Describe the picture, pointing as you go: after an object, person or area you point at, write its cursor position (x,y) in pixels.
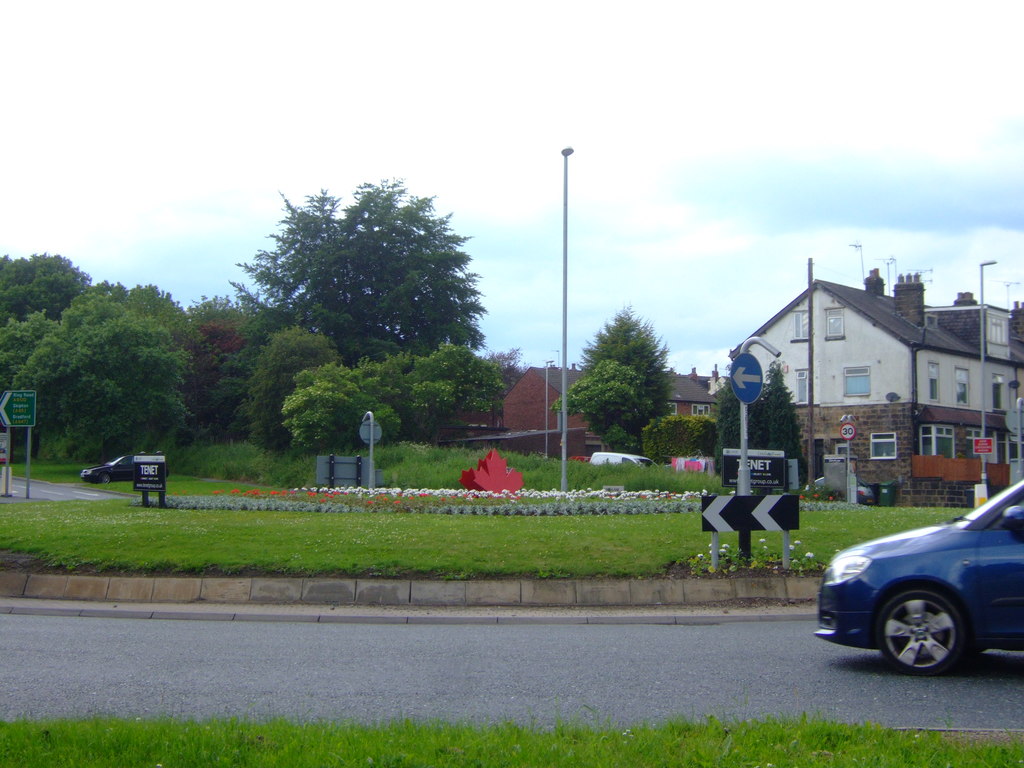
In this picture I can see buildings (871,296), trees (594,347) and couple of cars (976,621) moving on the road (555,630) and I can see few sign boards (153,466) and board (753,479) with some text (15,412) and couple of pole lights (981,428) and I can see grass (214,523) and few plants (729,544) with flowers (760,541) and a blue cloudy sky (752,98).
